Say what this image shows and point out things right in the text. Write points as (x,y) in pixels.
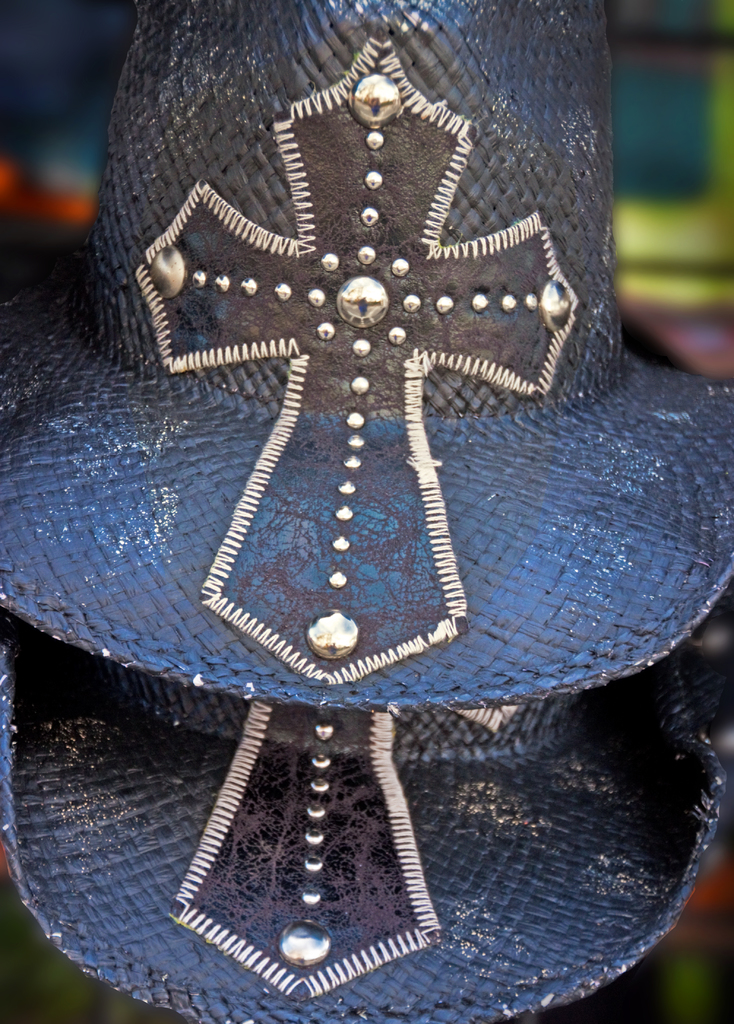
In this image we can see two hats (416,572) and a blurry background (55,62).
